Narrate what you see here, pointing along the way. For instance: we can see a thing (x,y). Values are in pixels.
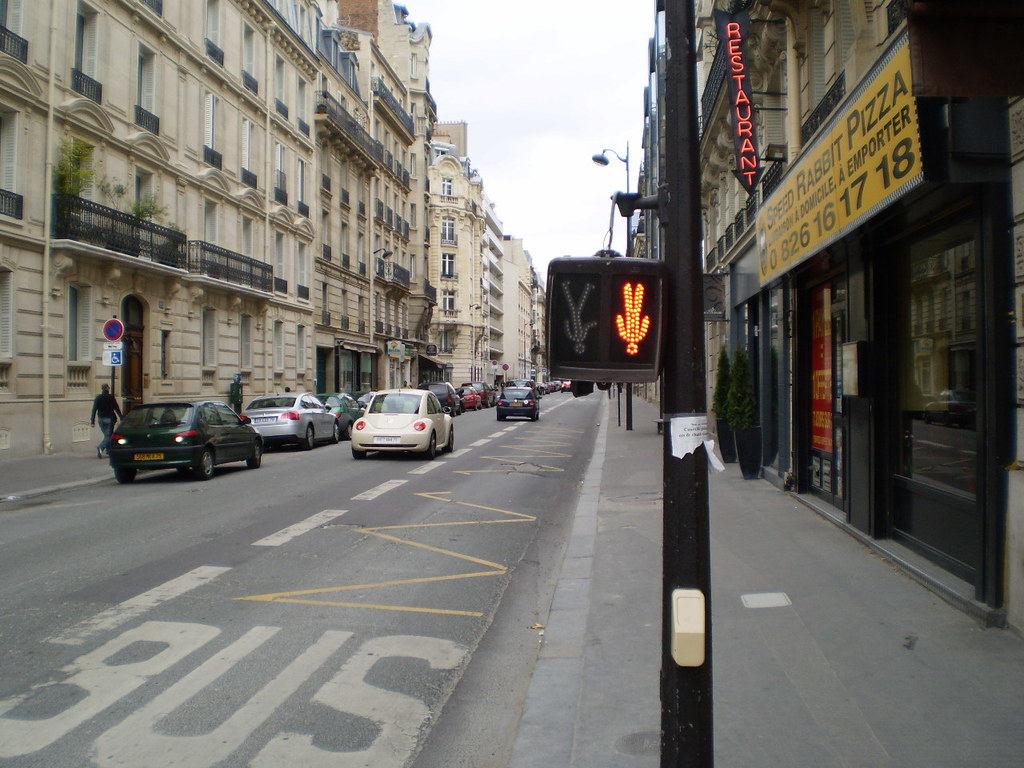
This picture is clicked in the city (629,390). At the bottom (440,540), we see the road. In front of the picture, we see a pole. On the right side (778,157), we see the footpath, plant pots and the buildings (768,29). In the middle (371,444), we see the cars (464,403) moving on the road (408,469). Beside that, we see the cars (284,416) parked on the road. On the left side (104,417), we see a man (107,392) is walking on the footpath (22,466). Beside him, we see a pole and the boards (112,325) in white and blue color. Beside that, we see a building (227,272), railing (188,265) and the plant pots (76,188). There are buildings (417,258) in the background (457,248). At the top (577,86), we see the sky (568,83).
